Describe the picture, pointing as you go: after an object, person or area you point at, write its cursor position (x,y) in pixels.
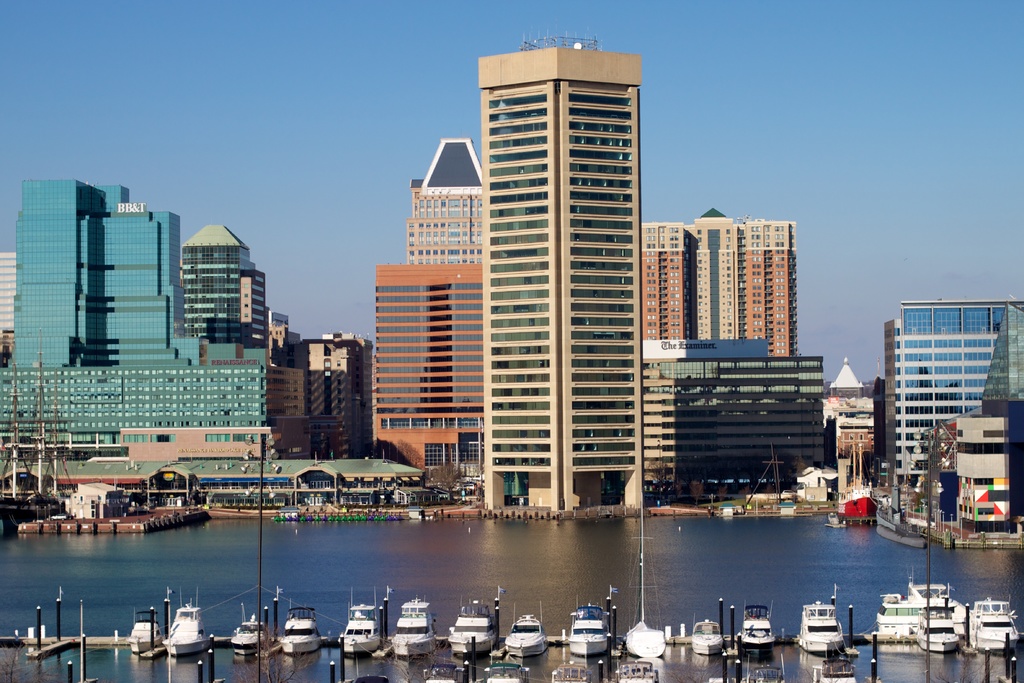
There are boats (893,610) on the water (308,680). In the background (719,391), there are buildings (152,266) which are having glass windows (784,281) and there is blue sky (937,90).
